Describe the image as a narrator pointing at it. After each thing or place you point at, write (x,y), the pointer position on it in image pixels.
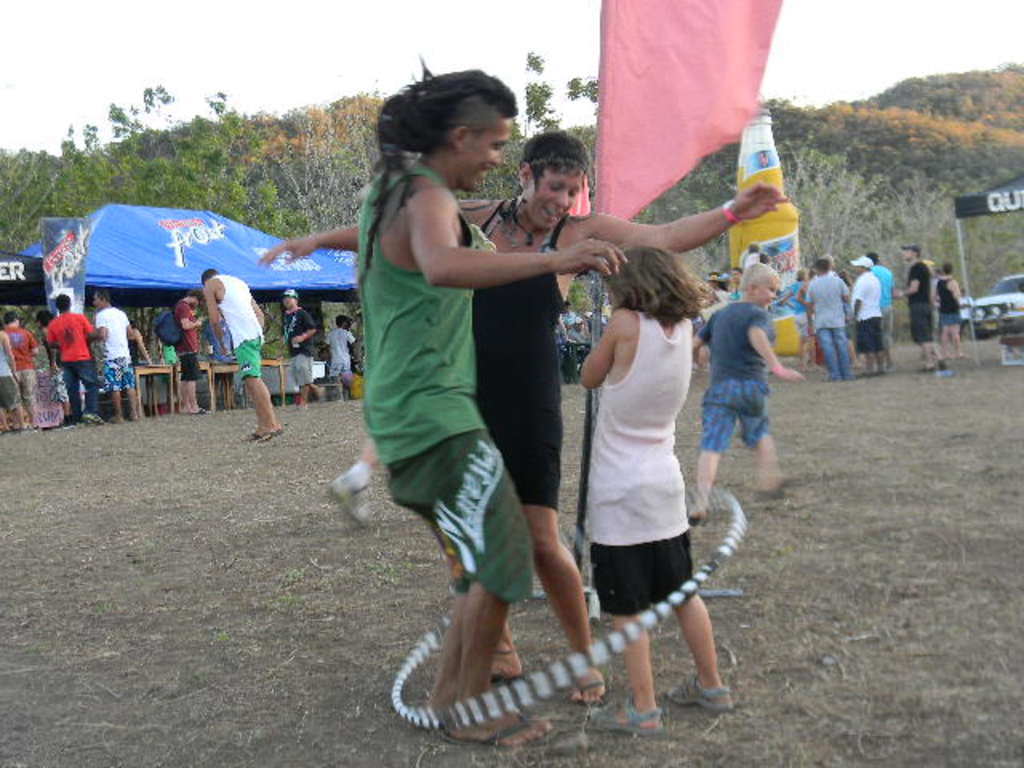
In front of the image there are a few people (427,410) playing with a ring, beside them there is a flag (624,209), behind them there are a few people (222,318) standing in front of stalls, in front of stalls (169,378) there are tables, tents (272,267) and some other depictions (786,229), behind the tents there are trees (917,101).
